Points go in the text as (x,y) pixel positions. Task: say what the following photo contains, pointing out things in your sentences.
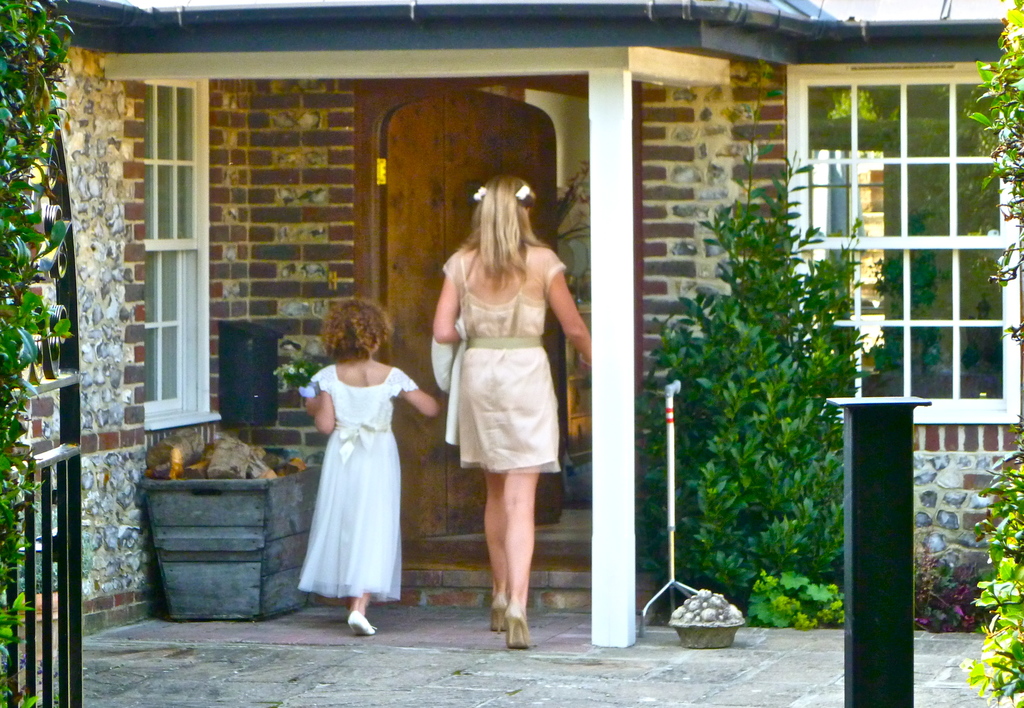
In this image I can see two persons (358,563) walking, the person (558,459) at right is wearing cream color dress (512,380) and the person (374,490) is left is wearing white color dress (370,503). Background (668,166) I can see the house (678,126) and the house (679,122) is in brown and cream color and I can also see few glass windows (181,347), few plants (789,363) in green color and I can also see the railing (72,449).
